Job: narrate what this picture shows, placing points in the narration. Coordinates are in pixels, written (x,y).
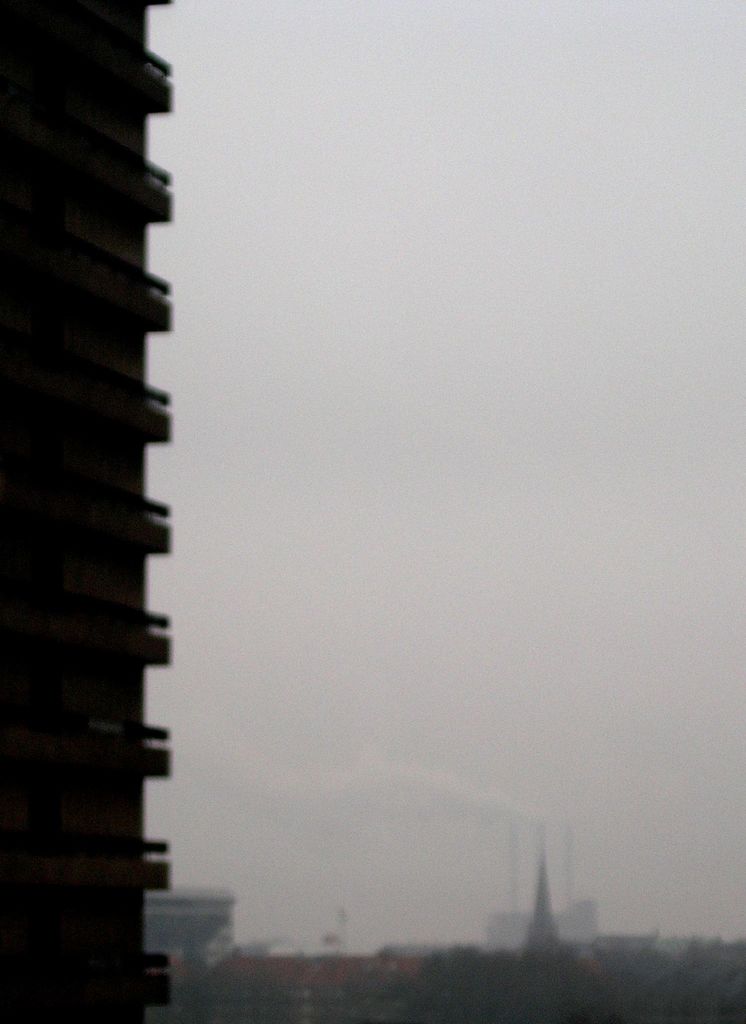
In this image we can see a few buildings (83,782), on the left side of the image (83,730) we can see a building (91,919) truncated, in the background (337,601) we can see the sky (445,574).
